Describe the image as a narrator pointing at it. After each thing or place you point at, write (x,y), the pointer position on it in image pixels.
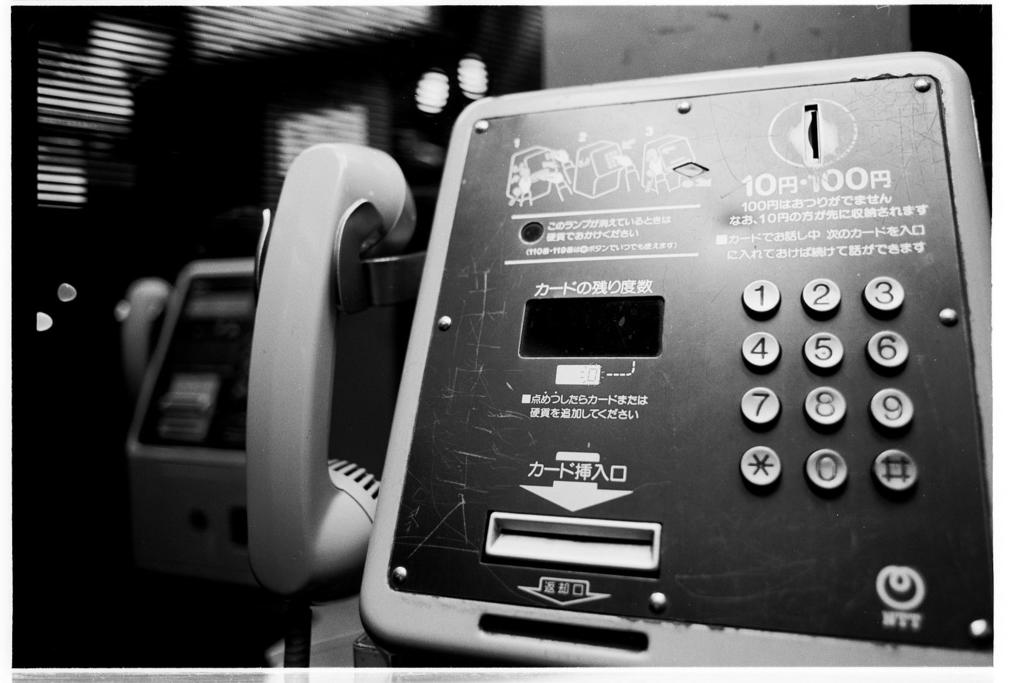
This image consists of telephones (507,335). In the background (619,55), we can see a wall (544,61). And the background (78,352) is blurred.
